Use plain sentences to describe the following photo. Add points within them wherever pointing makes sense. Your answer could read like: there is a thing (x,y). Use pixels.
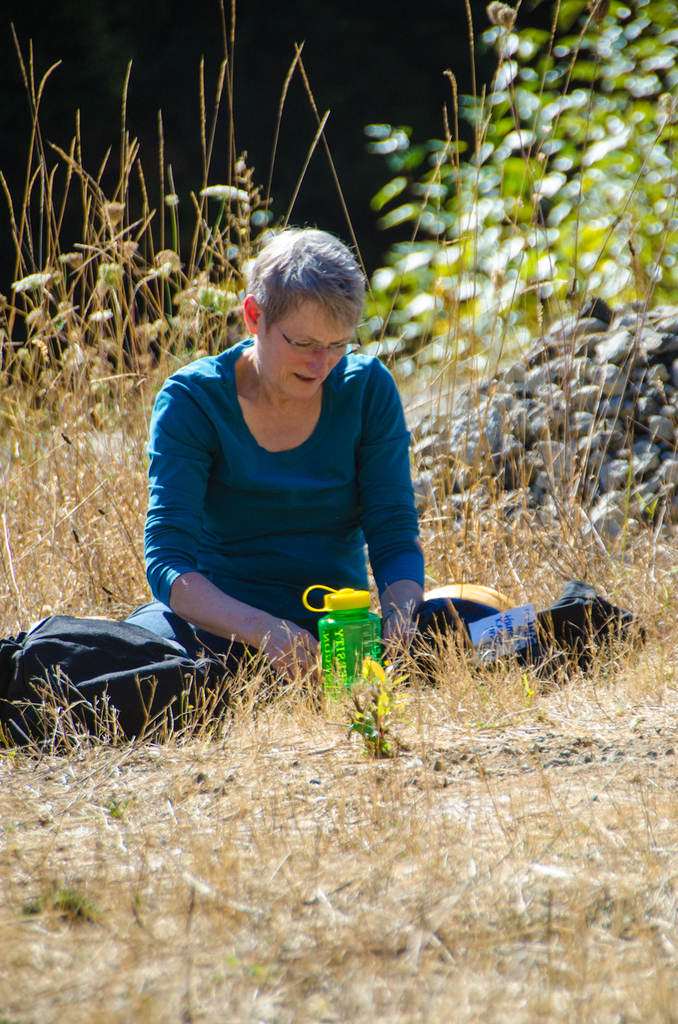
In this picture there is a woman (338,552) sitting on the grass (441,668) with blue shirt (169,506) and behind her there are some plants (442,385) and stones (606,387).
